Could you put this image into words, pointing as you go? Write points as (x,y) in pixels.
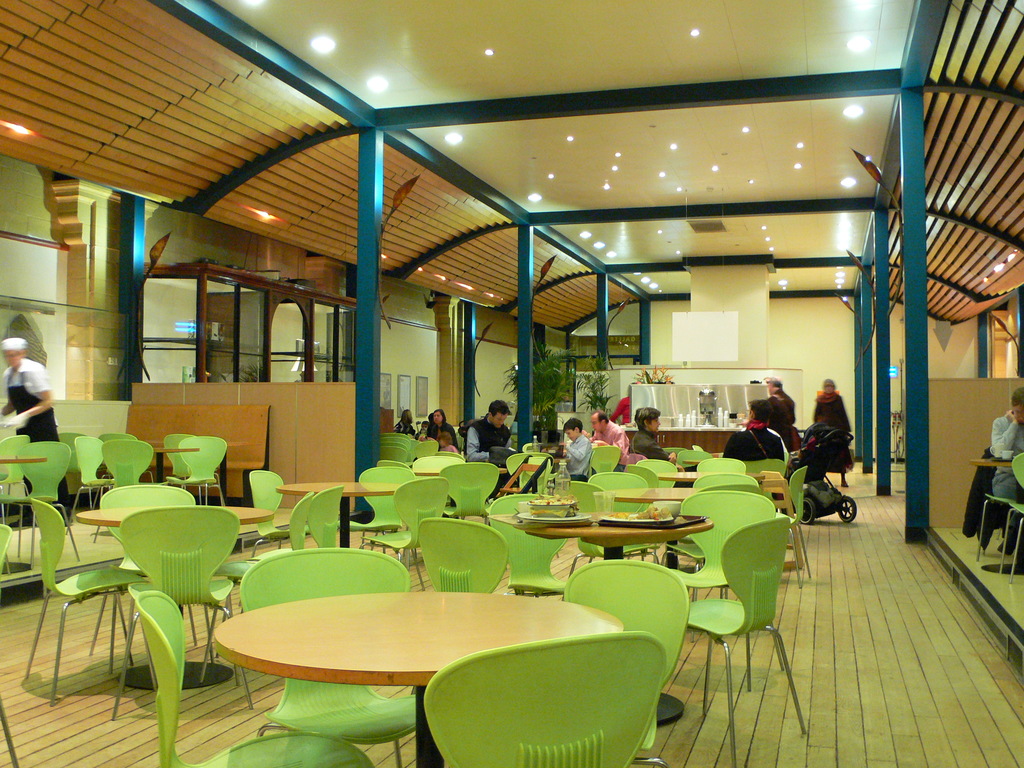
In this picture there are many number of tables (288,621) and chairs (327,568) arranged in this hall (416,516) and some of them were sitting and standing. In the background (706,370) there some lights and a wall (620,384) here. We can observe some poles (526,345) here.
